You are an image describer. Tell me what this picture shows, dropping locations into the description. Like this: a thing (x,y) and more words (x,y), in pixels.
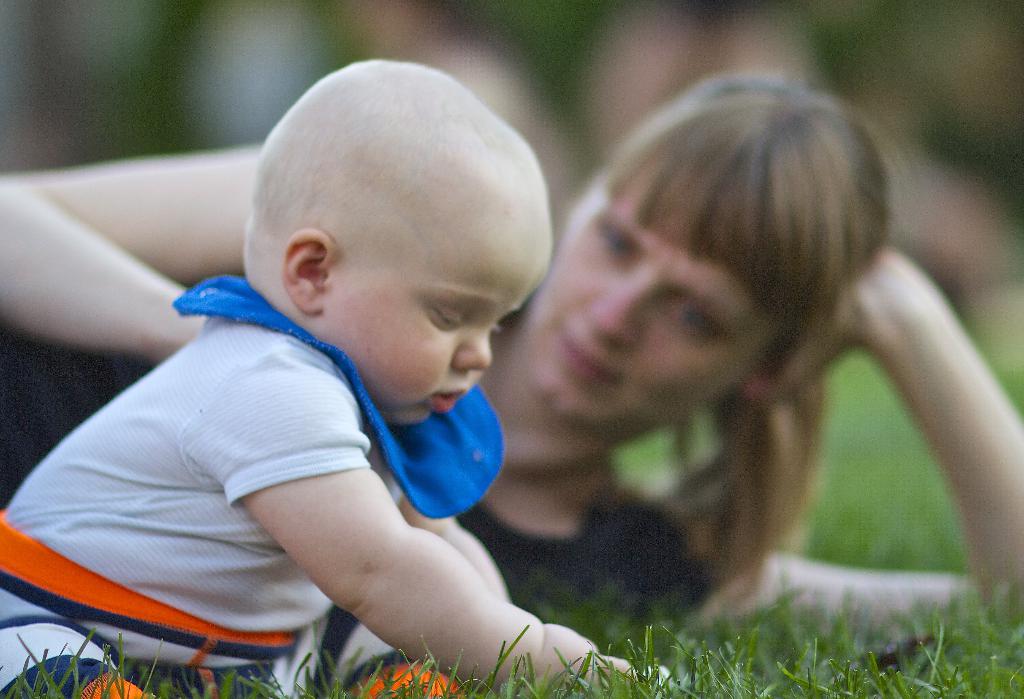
In this image we can see a kid (318,523). Behind the kid (511,189) there is a person (570,409). The background of the image (857,394) is blur. At the bottom of the image (732,642) there is the grass (721,655).
